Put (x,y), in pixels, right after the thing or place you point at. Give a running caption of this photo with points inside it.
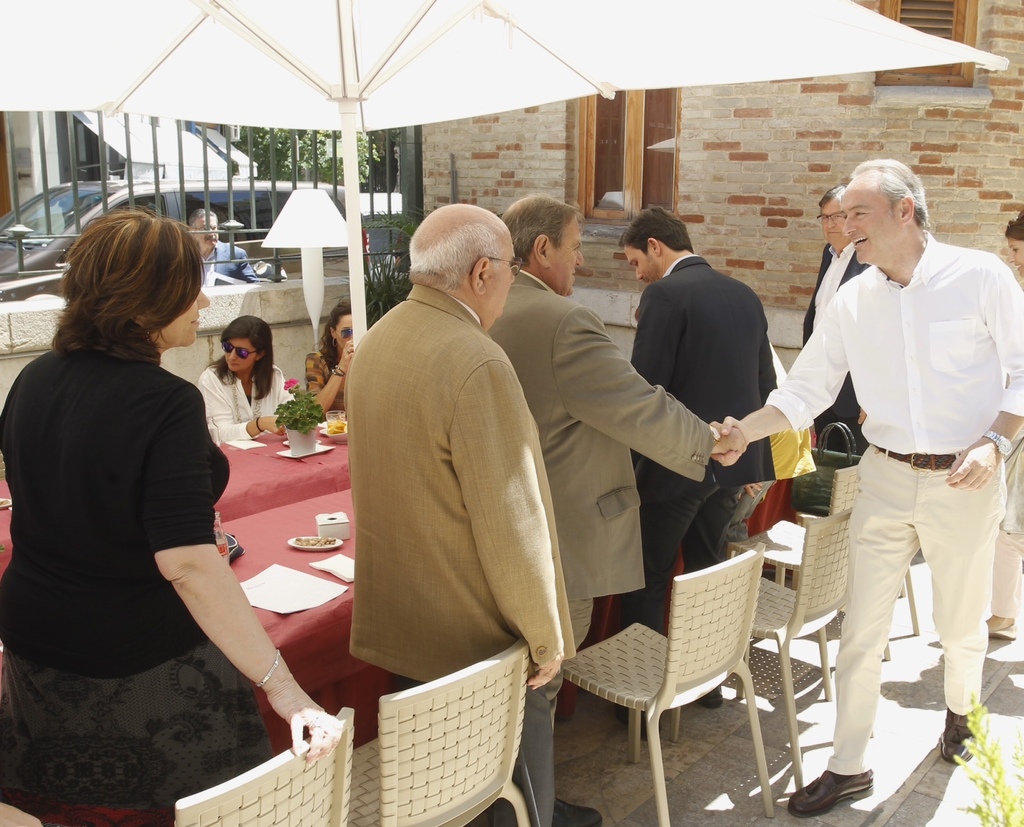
In this image, so many peoples (586,572) are there under the umbrella (428,77). We can see white color chairs (729,619) here, red color cloth (312,557). Few people (264,365) are sat here. At the left side (180,168) top, we can see fencing (252,168). At the background (214,195), we can see a car (223,195). At the right side (691,154), there is a brick wall (765,160) and window (645,166).
